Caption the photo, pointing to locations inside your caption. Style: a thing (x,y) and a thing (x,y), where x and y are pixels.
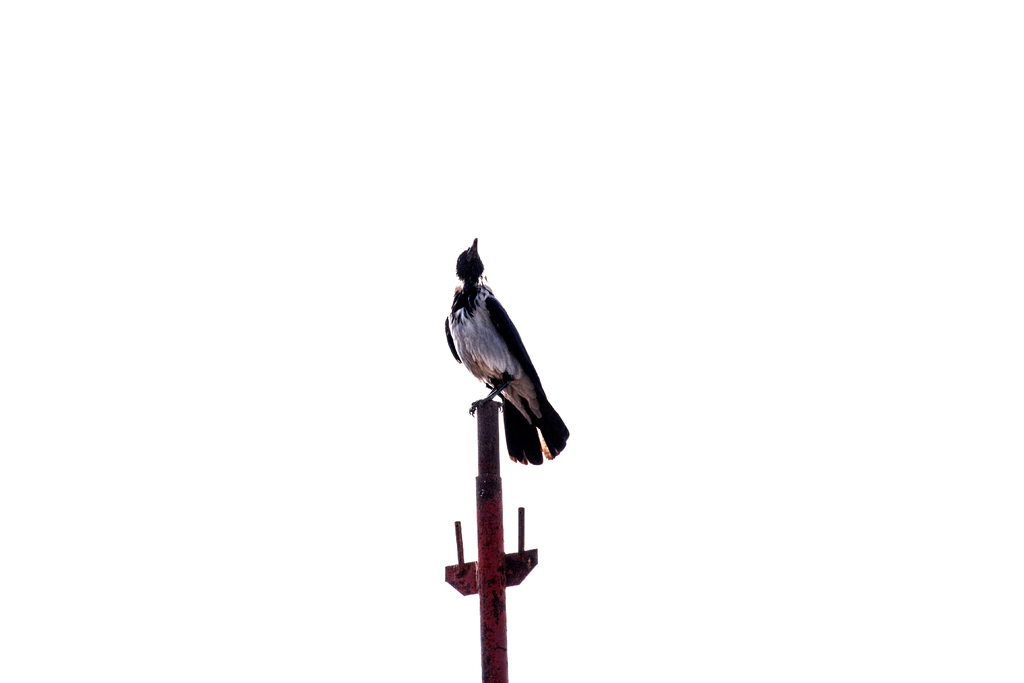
In this picture there is a black color crow (473,371) sitting on the iron pole (483,511). Behind there is a white background (382,387).
